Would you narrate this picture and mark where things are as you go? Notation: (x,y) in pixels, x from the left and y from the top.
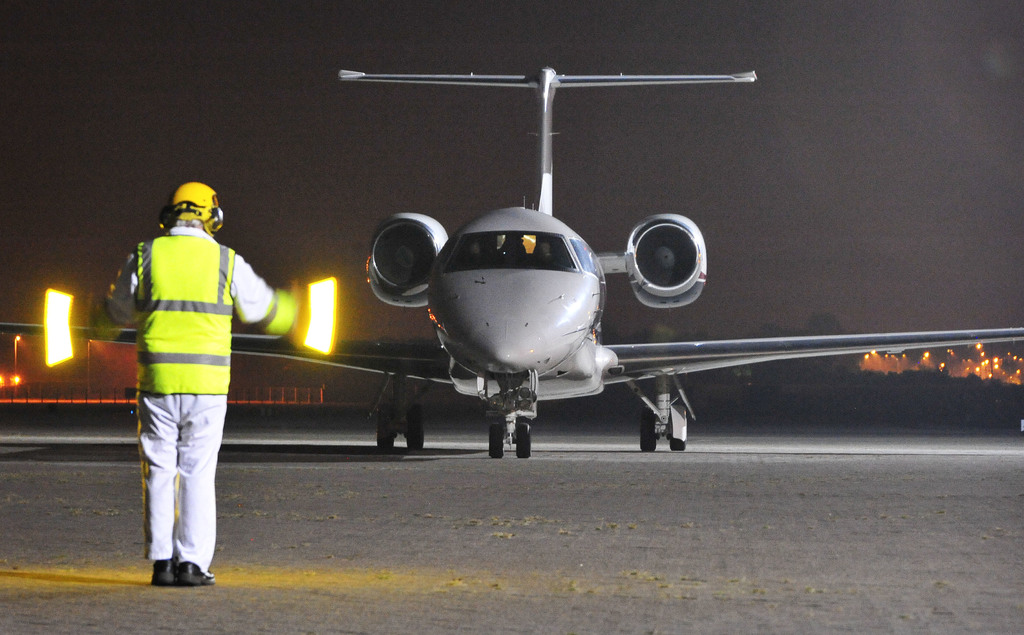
In the center of the image (485,306) an aeroplane (499,288) is there. On the left side of the image (205,348) a person (205,386) is standing. In the background of the image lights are there. At the top of the image (824,121) sky (860,161) is present. At the bottom of the image (841,560) ground (823,553) is there.
